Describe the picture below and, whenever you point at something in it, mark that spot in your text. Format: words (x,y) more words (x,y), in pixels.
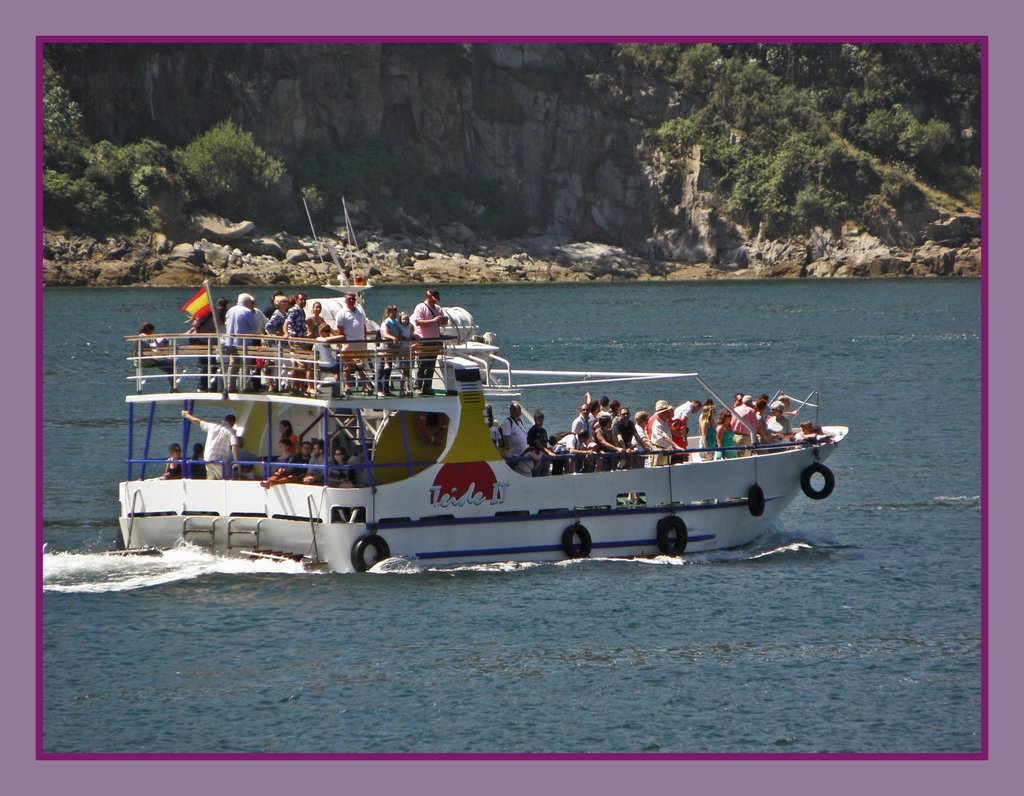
In this image I can see the photo (355,546) attached to the pink color surface (436,769). In the photo (471,600) I can see the boat (465,541) on the water (419,623). I can see many people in the boat (449,494). In the background (437,217) I can see the trees (369,182) and the mountains (467,164).
